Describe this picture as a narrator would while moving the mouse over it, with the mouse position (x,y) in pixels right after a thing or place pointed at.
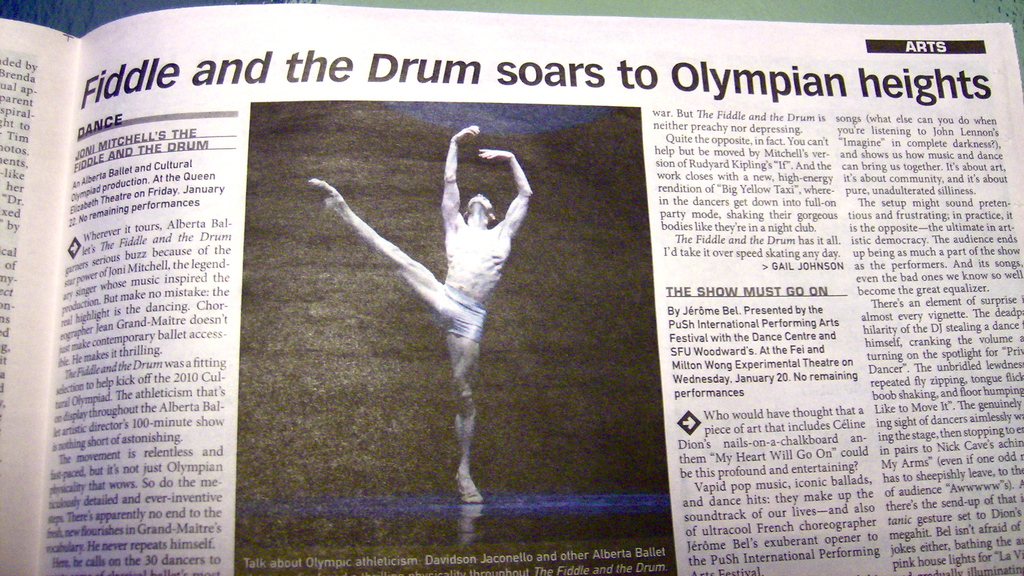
In this image we can see a paper (217,437). In the center (618,298) we can see a picture (598,442) of a person (461,260) printed on the paper (424,352). There is text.
